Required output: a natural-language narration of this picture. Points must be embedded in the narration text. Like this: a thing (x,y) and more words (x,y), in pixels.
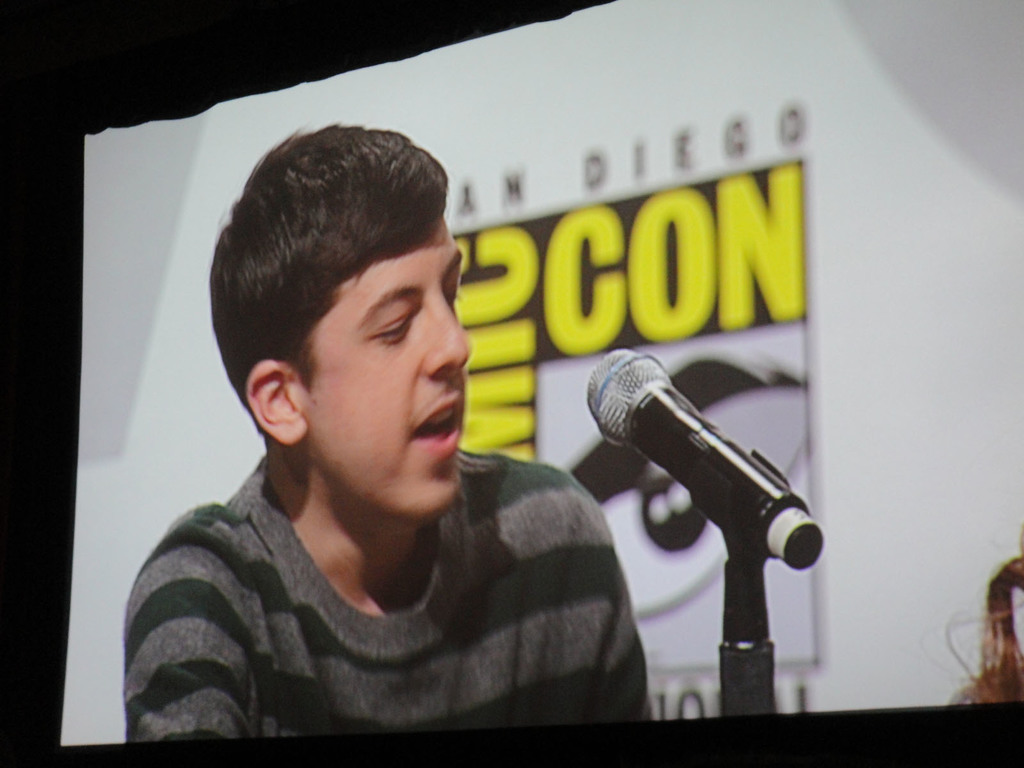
In this image I see the screen (656,252) on which there is a man (323,364) who is wearing a t-shirt (500,534) and I see mic (675,424) over here. In the background (707,398) I see something is written and it is dark over here.
